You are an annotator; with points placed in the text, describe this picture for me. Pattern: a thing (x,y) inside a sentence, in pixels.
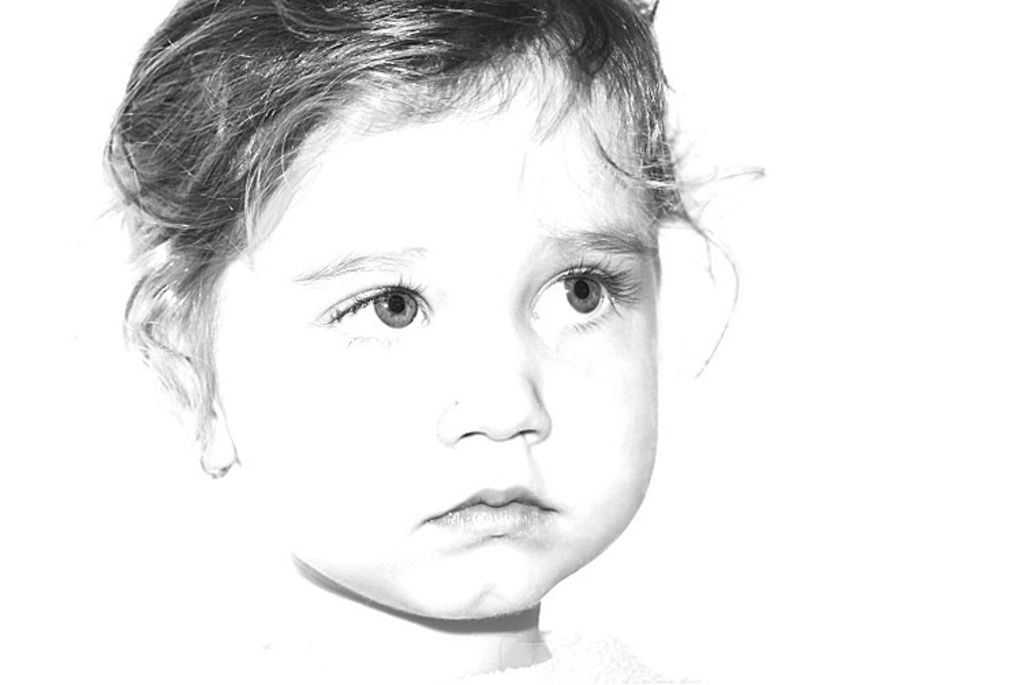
In this picture I can see a girl (517,400) and I can see white background (669,276).
